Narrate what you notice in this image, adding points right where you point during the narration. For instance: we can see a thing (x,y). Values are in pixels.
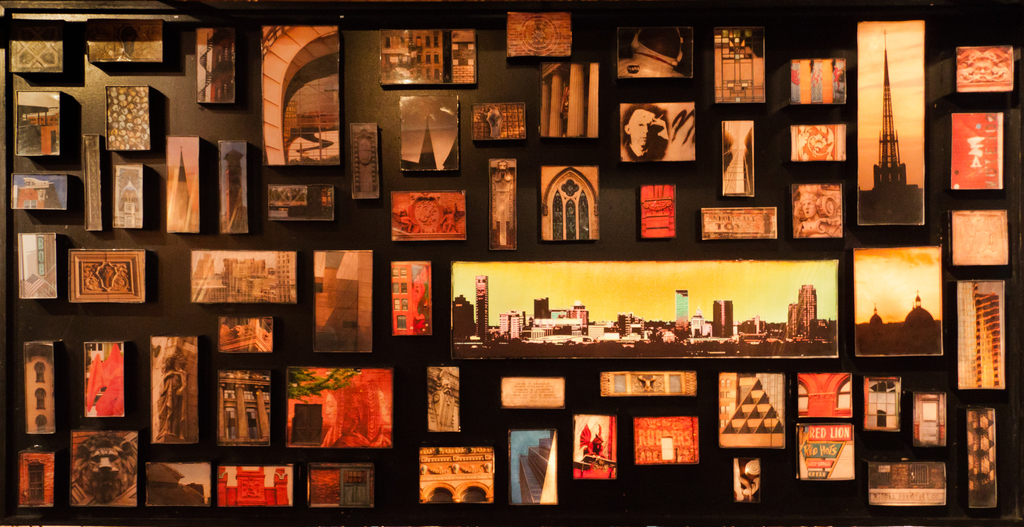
In this picture I can see a number of photo frames (472,274) on the wall (16,508).
